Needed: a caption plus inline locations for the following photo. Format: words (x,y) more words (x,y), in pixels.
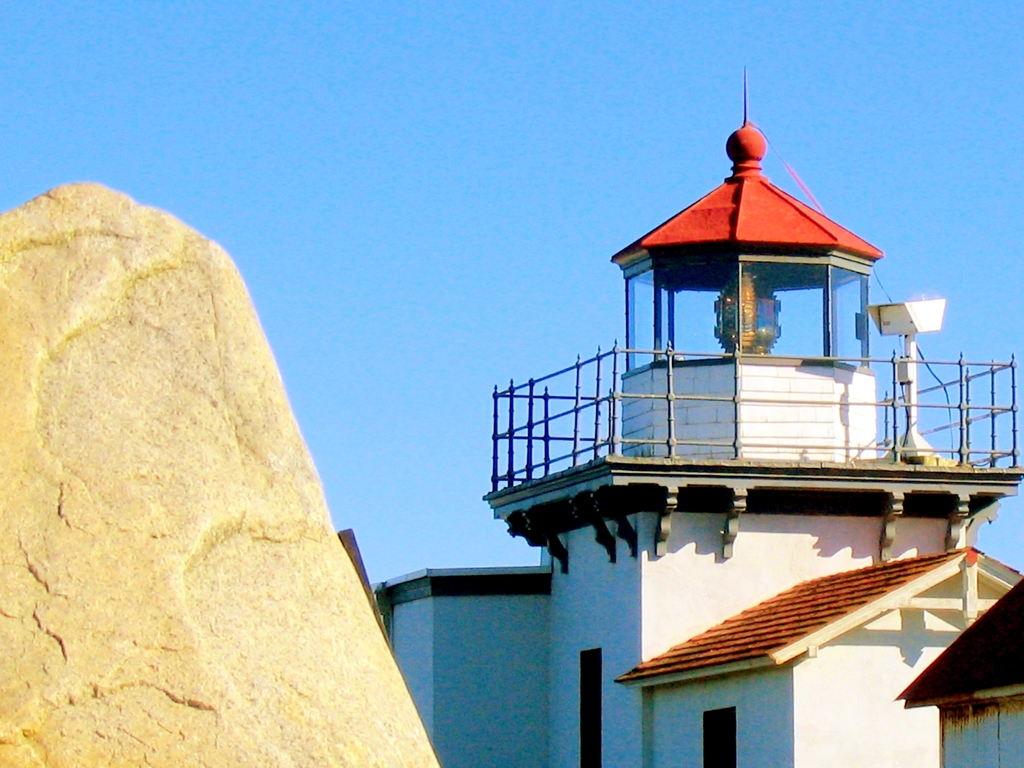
In this image there is a house (967,553), on the left (114,726) there is a stone (242,378), in the background (411,66) there is a blue sky (596,196).
